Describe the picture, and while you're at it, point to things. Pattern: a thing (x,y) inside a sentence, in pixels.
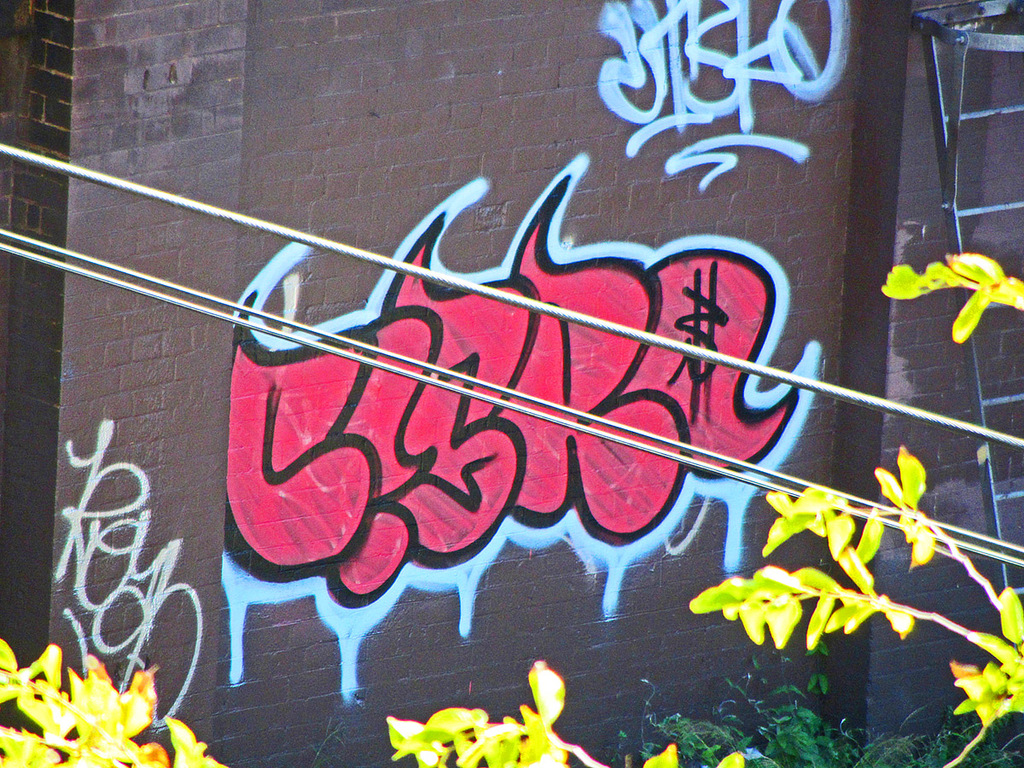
In the image we can see there is graffiti (729,237) done on the wall (681,232) of the building (563,522) and there are plants (183,767). There are electrical wires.
